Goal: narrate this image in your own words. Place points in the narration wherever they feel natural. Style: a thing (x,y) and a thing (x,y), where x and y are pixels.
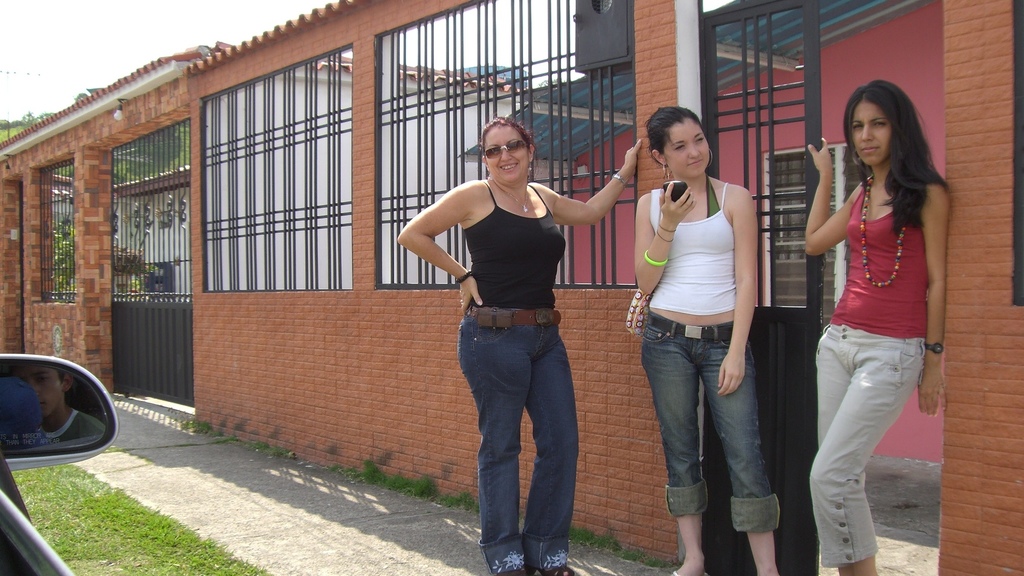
In this image we can see three ladies (673,333) standing. One lady (514,222) is wearing goggles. Another lady (651,237) is holding mobile (681,192) and wearing a bag (634,311). Another lady (873,313) is wearing a watch (934,342). There is a wall (328,311) with grille windows (284,217). In the back (831,85) there is a building (880,79) with windows (810,176). On the ground (157,525) there is grass (159,529). In the bottom left corner (49,441) we can see mirror (41,455) of the car (22,521). Also there is a bulb (119,120) on the top of the wall (106,122).
